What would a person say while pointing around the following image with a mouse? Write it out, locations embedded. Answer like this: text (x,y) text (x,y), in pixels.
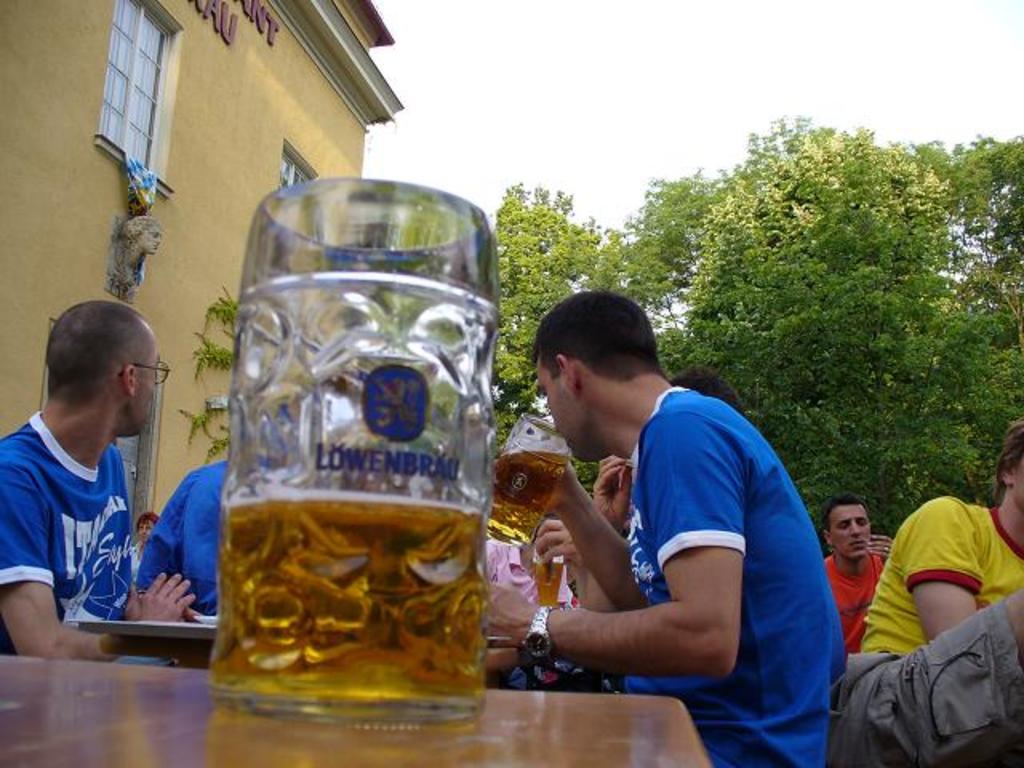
In this picture there is a glass (240,702) which contains beer (295,634) in it, which is placed on the table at the left side of the image (258,315) and there are some trees (821,200) around the area of the image and there are group of people (545,359) they are also drinking at the right side of the image (787,605).
